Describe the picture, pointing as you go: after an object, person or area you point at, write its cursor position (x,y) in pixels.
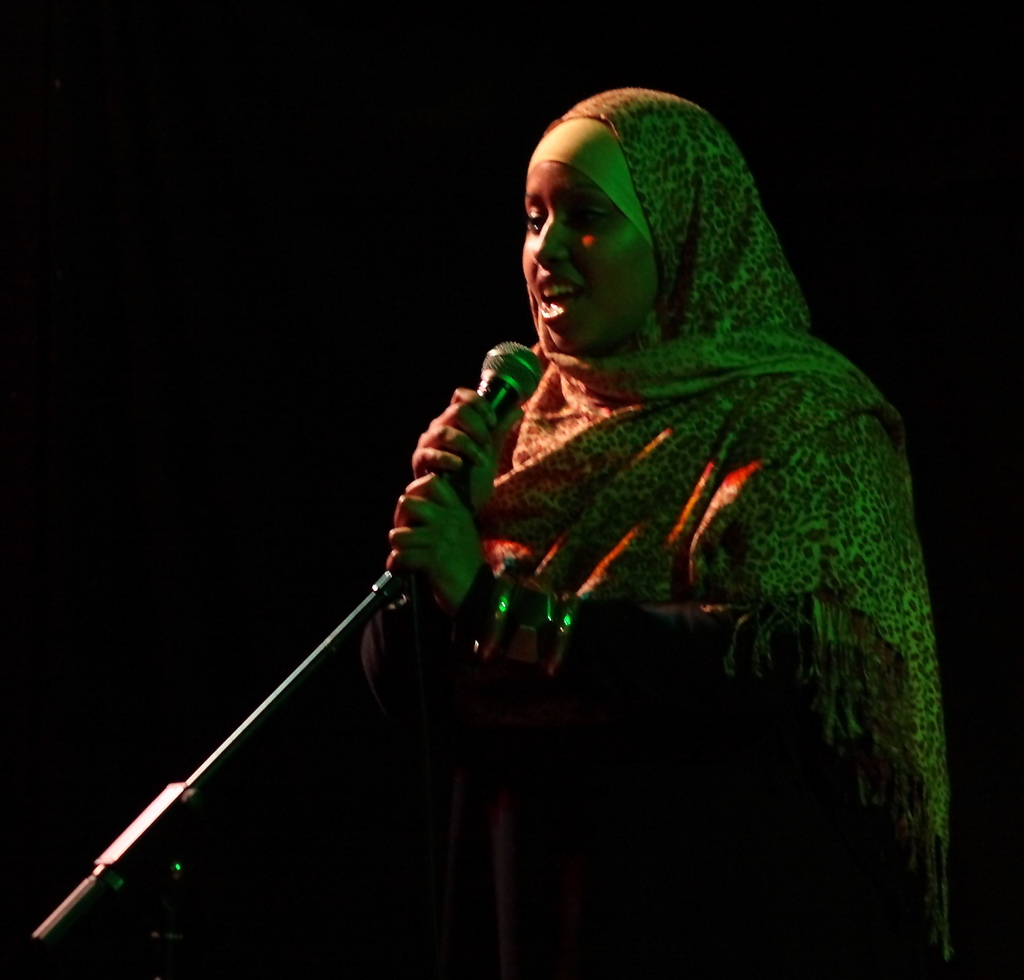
In the image we can see there is a woman (668,465) standing and she is holding mic (513,366) in her hand (477,433). The mic (525,360) is kept on the stand (298,689) and she is wearing scarf (664,401). Background of the image (1009,391) is dark.
